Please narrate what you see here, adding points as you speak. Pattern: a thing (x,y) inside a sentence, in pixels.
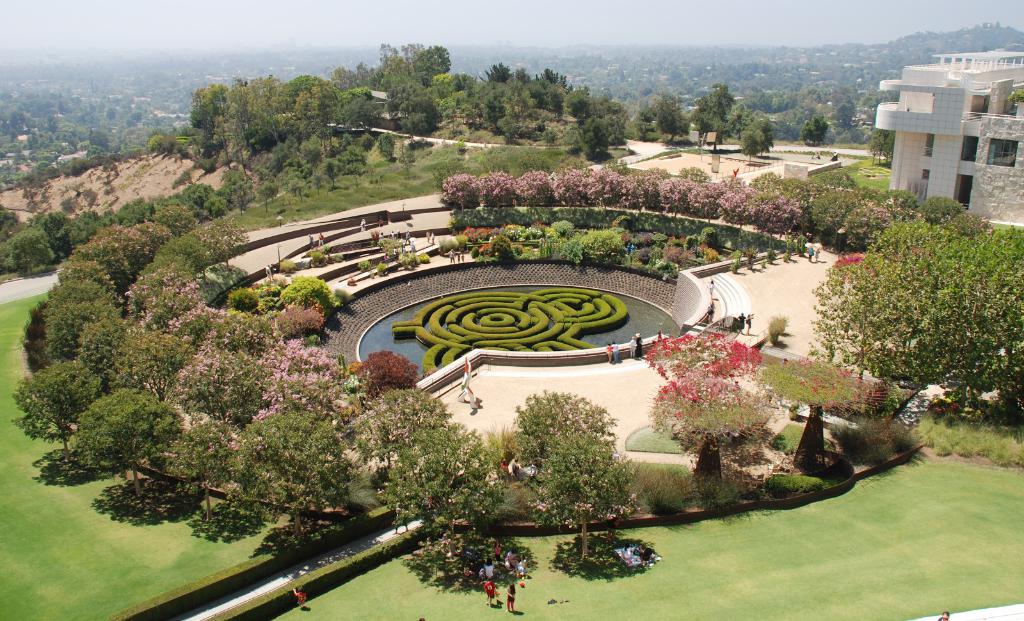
In this image I can see number of trees (680,202), number of plants (563,256) and number of people (320,239). I can also see grass ground (250,548) on the both side of this image and on the top right side of this image (887,86) I can see a building (973,194).
